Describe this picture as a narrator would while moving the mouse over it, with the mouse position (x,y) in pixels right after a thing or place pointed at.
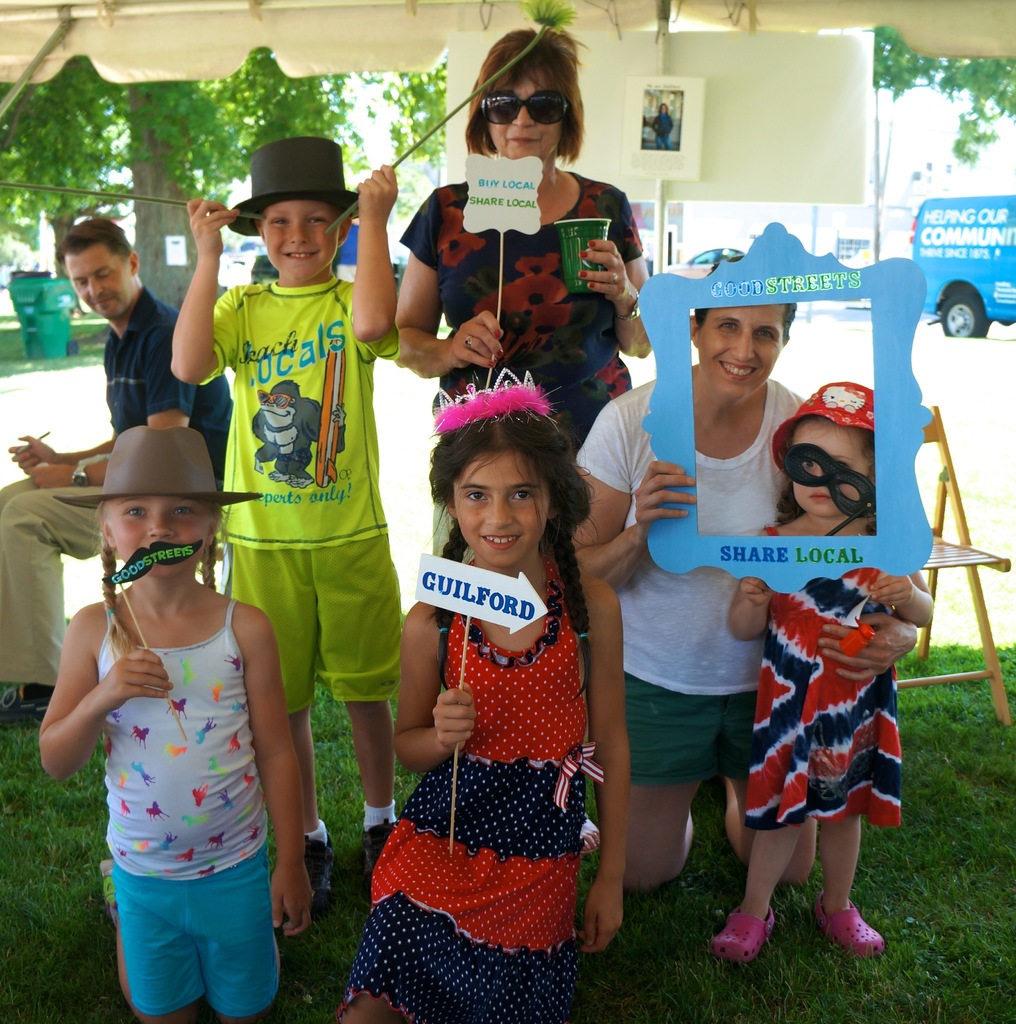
In this image we can see a few people (498,364), some of them are holding some objects (702,552), few of them are holding boards (805,559) with text (772,558) on it, a lady (536,249) is holding a glass (598,250), there is a person (47,482) holding a pen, there are chairs (1003,565), trees (71,126), a dustbin (64,295), there is a vehicle (961,295), and the grass (798,1023).
